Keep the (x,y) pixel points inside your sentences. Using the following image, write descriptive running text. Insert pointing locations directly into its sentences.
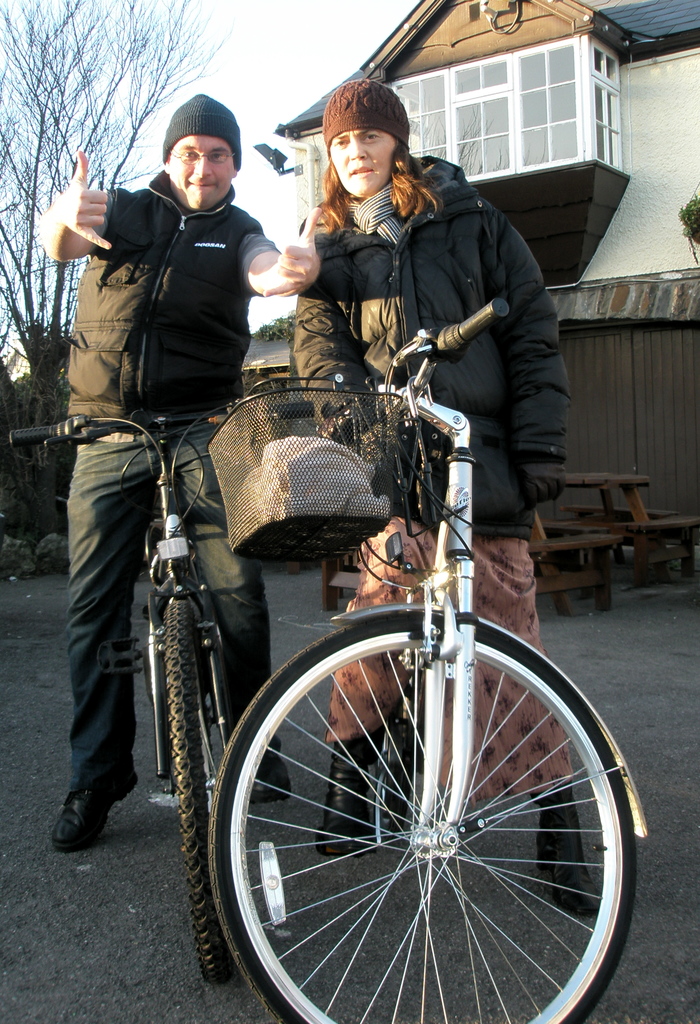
In this image i can see a man (149,223) and a woman (500,352) on the bicycles (184,674). In the background (248,129) i can see the sky (248,206), a tree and a building (547,153). I can see few benches (610,482) and the fence wall (631,362).
